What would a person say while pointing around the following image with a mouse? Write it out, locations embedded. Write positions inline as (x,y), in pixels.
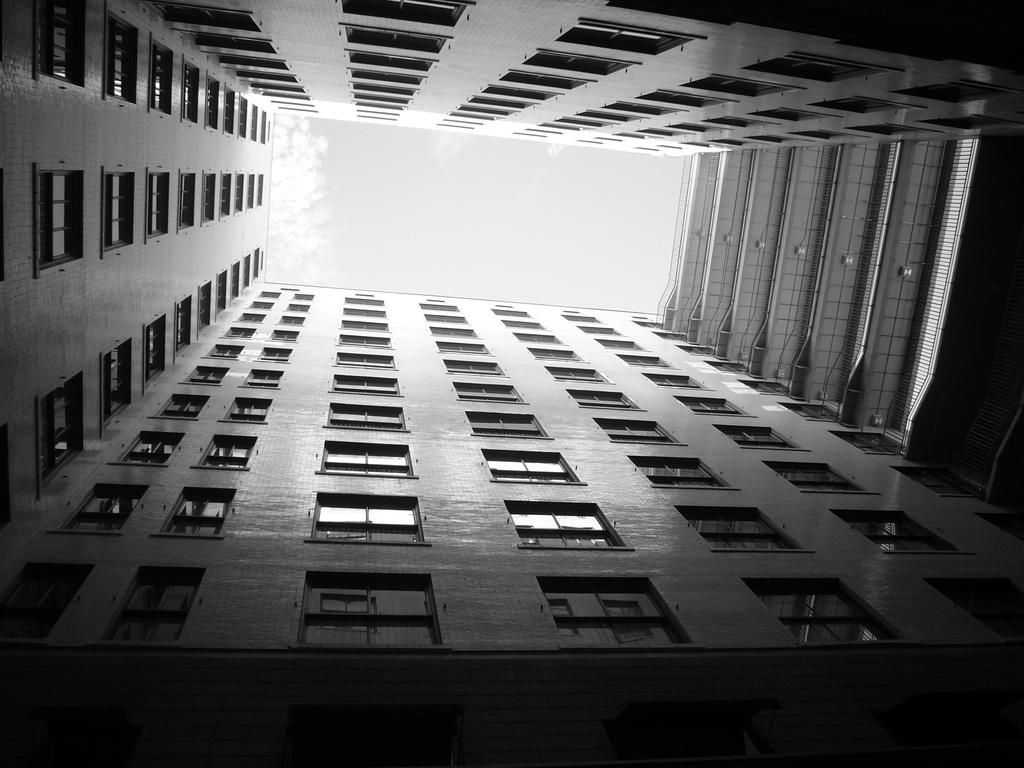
There is a building (196,214) presenting in this picture. There is a sky (488,200) in the middle of the image (409,271).
